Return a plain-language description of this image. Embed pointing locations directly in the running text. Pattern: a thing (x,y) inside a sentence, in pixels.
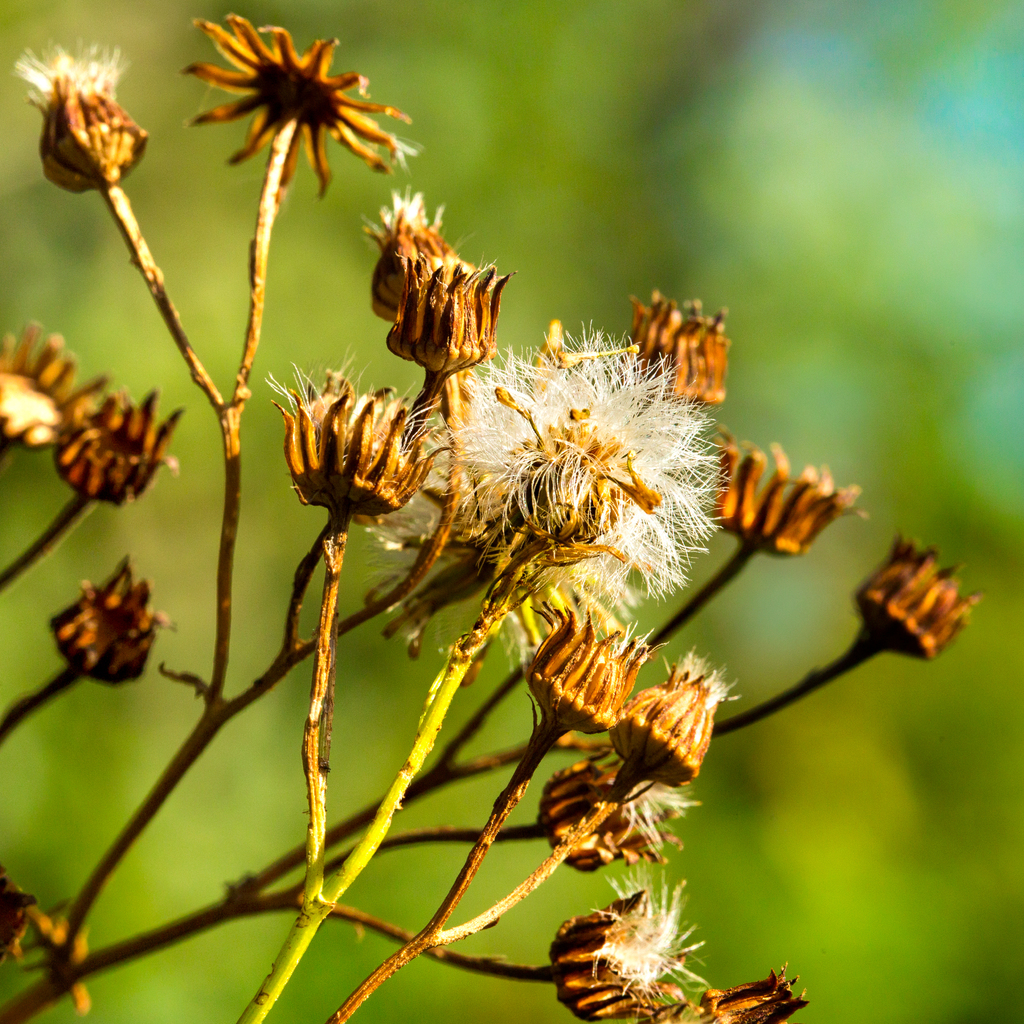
This image is taken outdoors. In this image the background (564,195) is a little blurred. On the left side of the image (223,684) there is a plant (313,874).
